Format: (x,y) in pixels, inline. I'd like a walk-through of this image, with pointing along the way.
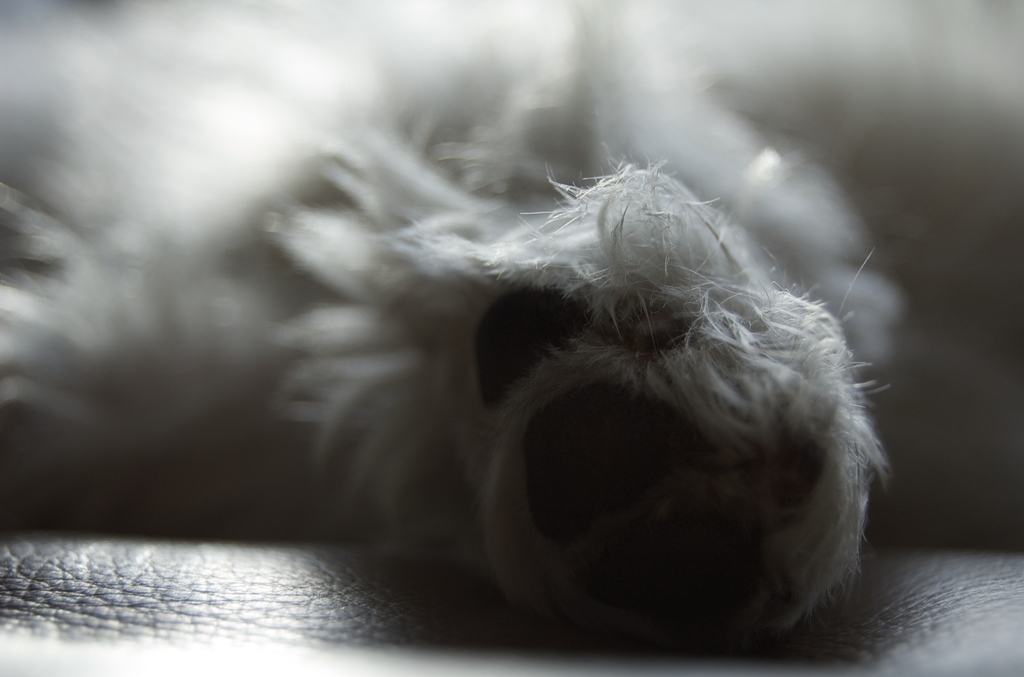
It is a blur image of an animal (463,293) on a sofa (349,633).
